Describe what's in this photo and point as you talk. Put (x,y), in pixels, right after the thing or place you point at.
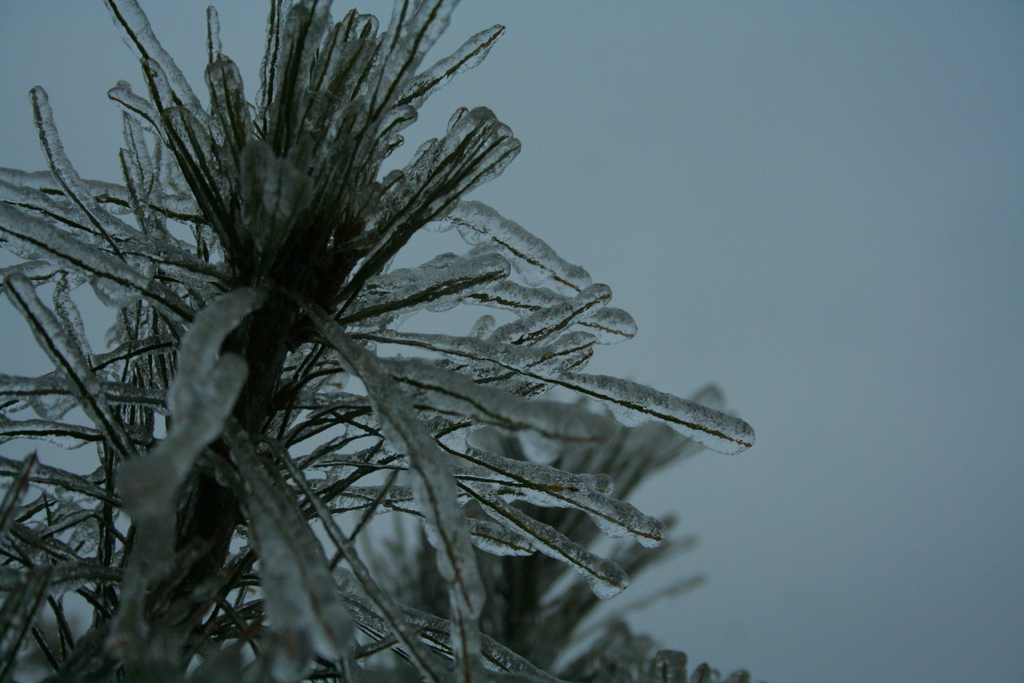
In this image we can see a plant (284,271) with ice (321,180) and we can see the grey background (914,595).
